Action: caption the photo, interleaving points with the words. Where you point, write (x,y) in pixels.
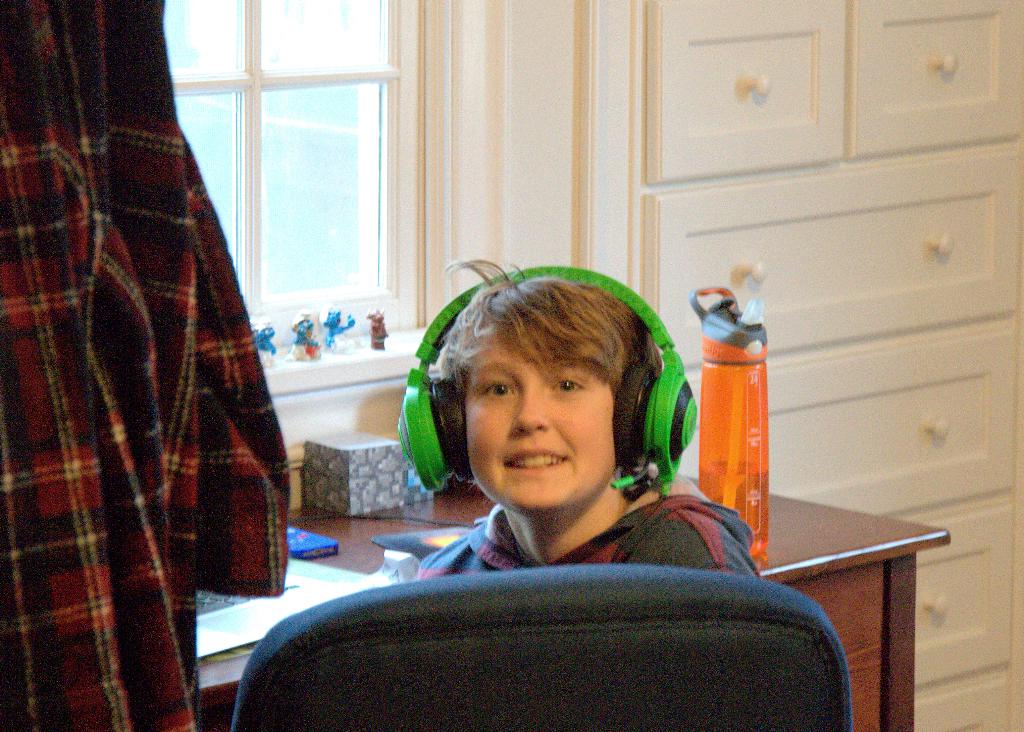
In this image there is a boy (544,553) sitting on the chair (589,626), wearing headphones (441,396). In the top-left (206,8) there is a glass window (369,182). In the right (934,89), there is a cupboard (979,196) with drawers (934,135). In the bottom of the image (885,550), there is a table (809,540) with bottle (746,393), gift box (391,454) and some papers (314,580) are kept. In the left, there is a full sleeve shirt (41,222) hanging. On the window (315,300) side there are toys (373,341) kept.
